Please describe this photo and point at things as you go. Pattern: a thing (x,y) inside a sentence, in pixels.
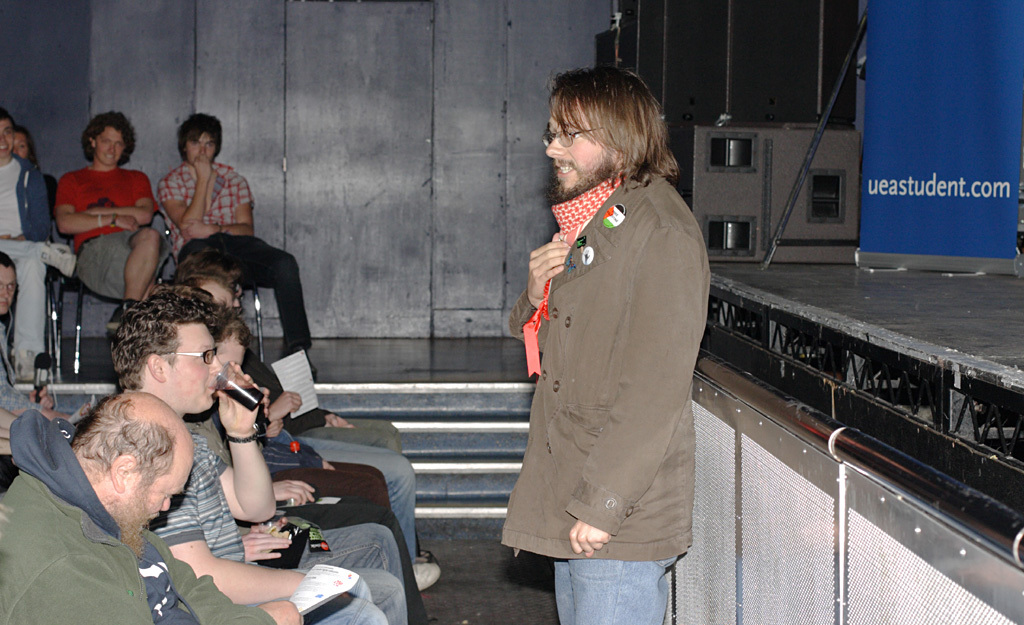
In this picture there are persons (143,340) sitting and there is a person (588,386) standing. On the right side (903,181) there is a board (930,205) with some text (936,190) written on it and there is a stand (847,373) which is black in colour. In the center (490,406) there are steps (459,431) and in the background (277,90) there is a wall (407,96). On the right side (748,155) in the background (753,167) there is an object (768,183) which is visible.
